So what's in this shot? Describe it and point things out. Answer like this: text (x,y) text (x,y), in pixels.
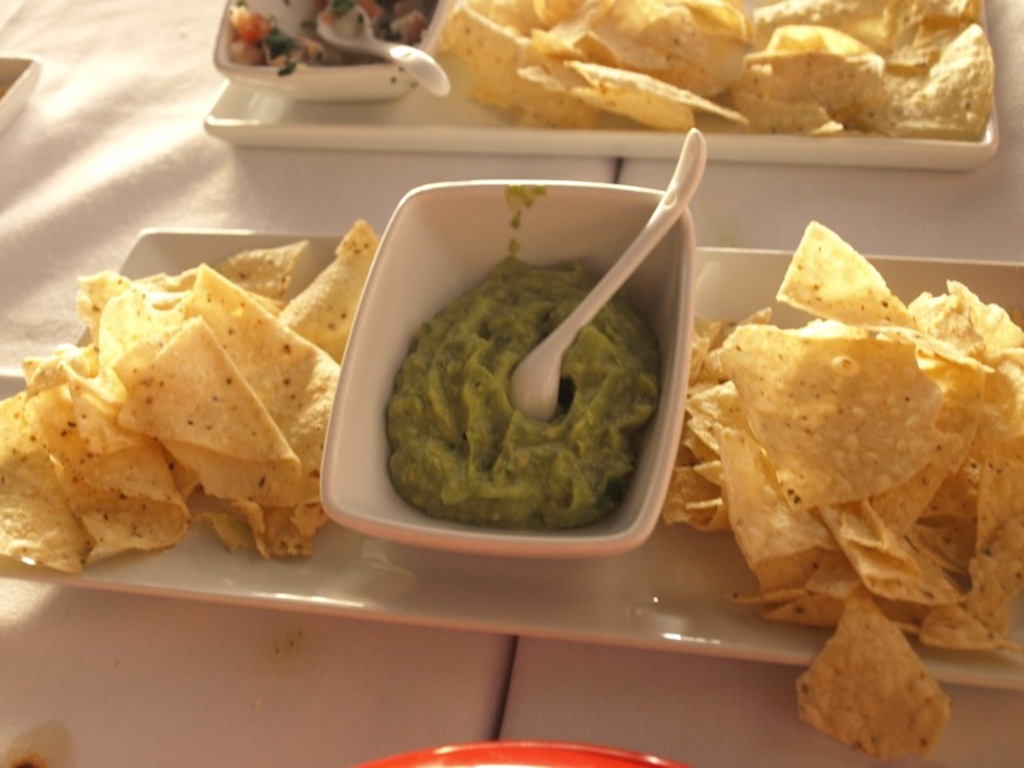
In this image I can see a table (706,187), on the table (596,170) I can see trays (165,563) and bowls (436,434) and on bowls (372,443) I can see food item (451,432) and spoons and on trays (201,252) I can see the food item (939,333).
